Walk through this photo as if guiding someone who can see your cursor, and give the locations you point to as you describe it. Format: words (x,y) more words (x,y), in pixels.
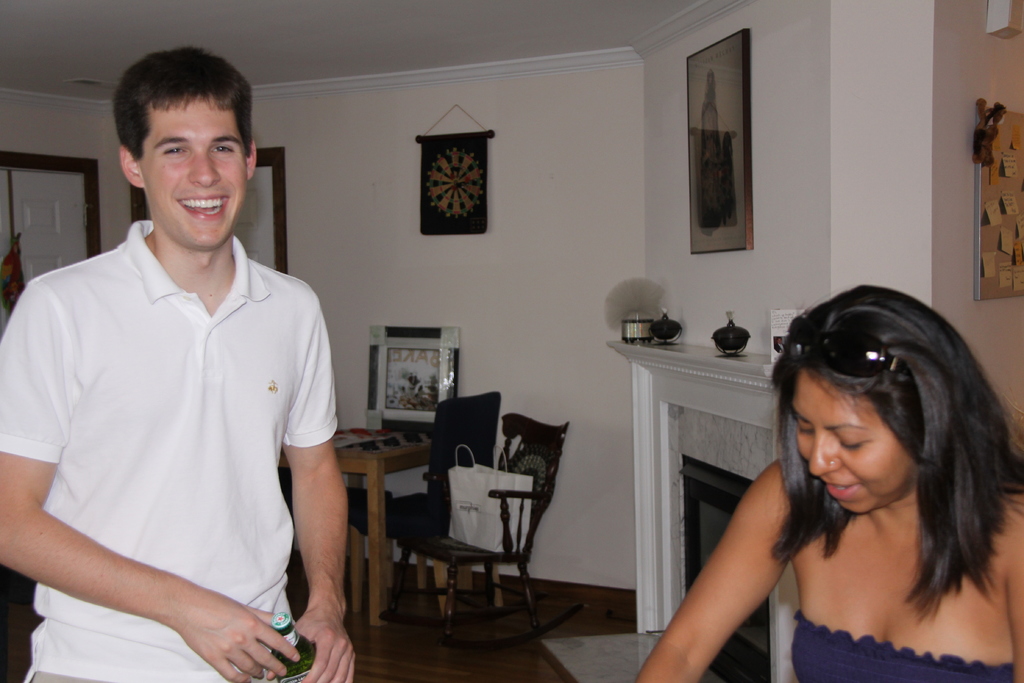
In the image we can see two persons (54,373) were standing and they were smiling. And the man (227,631) he is holding bottle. In the background (553,184) there is a wall (578,266), photo frame (698,163), door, table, chairs (446,539) and paper cover (486,507).
